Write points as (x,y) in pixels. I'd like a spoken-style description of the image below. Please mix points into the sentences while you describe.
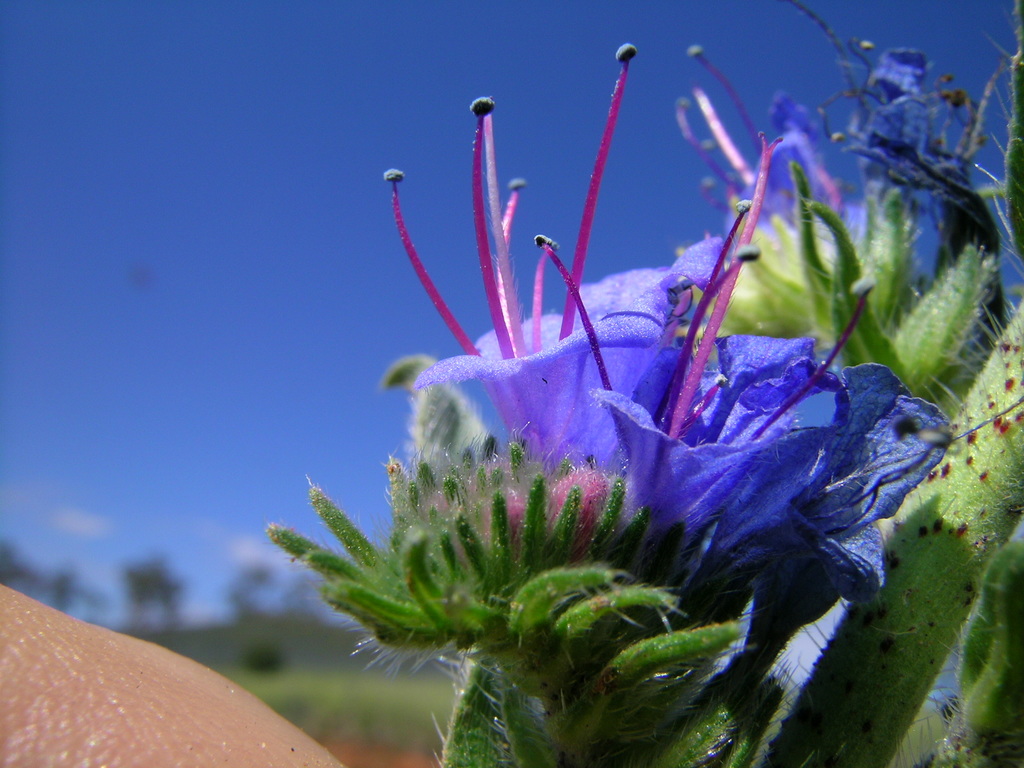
In this image we can see blue color flowers (796,471). The background of the image (6,501) is slightly blurred, where we can see trees (70,591) and the blue color sky (374,269).
